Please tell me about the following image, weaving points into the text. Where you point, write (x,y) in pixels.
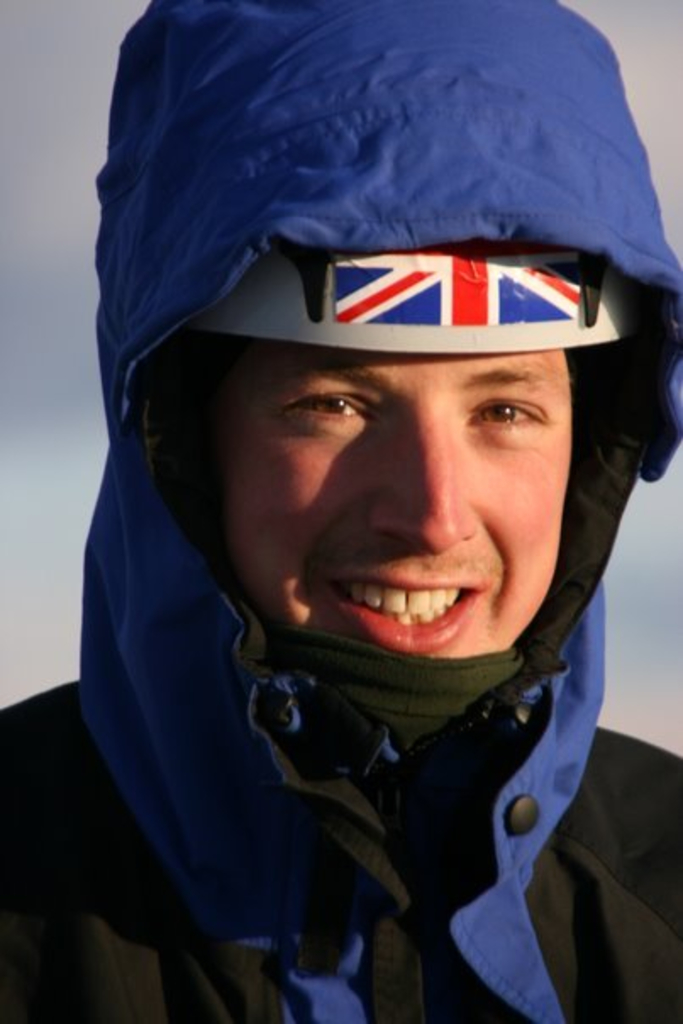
In this picture I can see a man (492,515), he is wearing the coat (378,824) and also he is smiling.
